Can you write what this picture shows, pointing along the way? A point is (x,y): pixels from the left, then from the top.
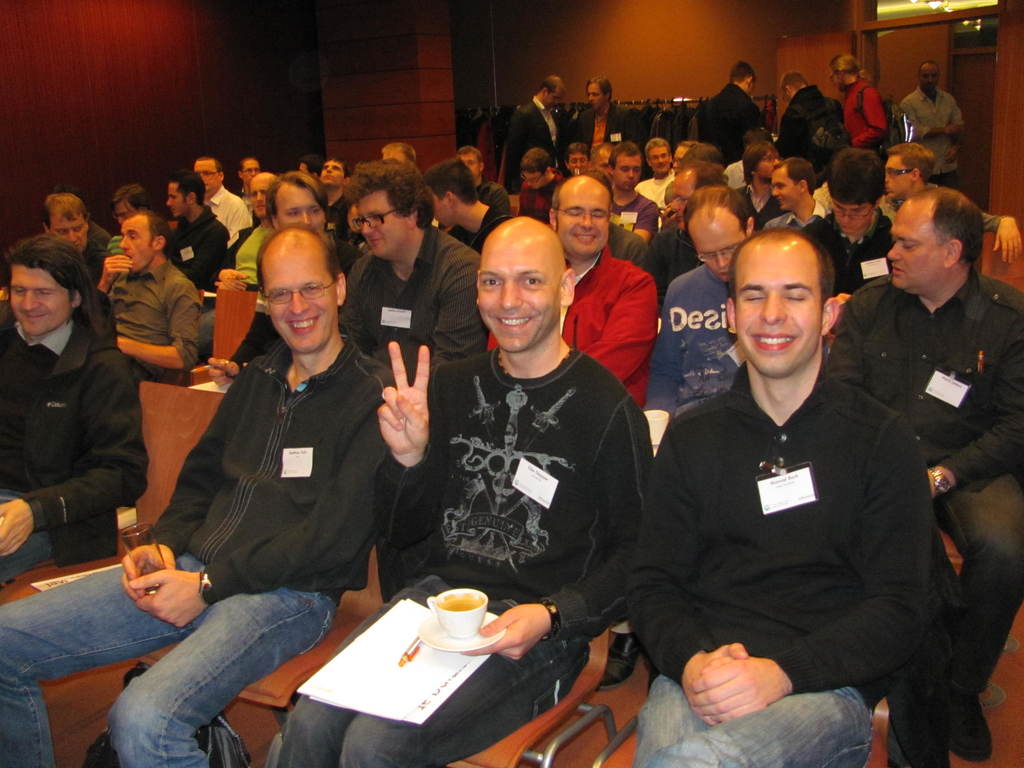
In this image I see number of people (652,161) in which most of them are sitting on chairs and rest of them are standing and I see that few men (552,278) are smiling and I see that this man (554,362) is holding a cup (445,621) and a saucer (489,616) in his hand (511,629) and this man (210,488) is holding a glass (136,566) in his hands (165,595). In the background (33,168) I see the wall (617,51) and I see the lights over here.
